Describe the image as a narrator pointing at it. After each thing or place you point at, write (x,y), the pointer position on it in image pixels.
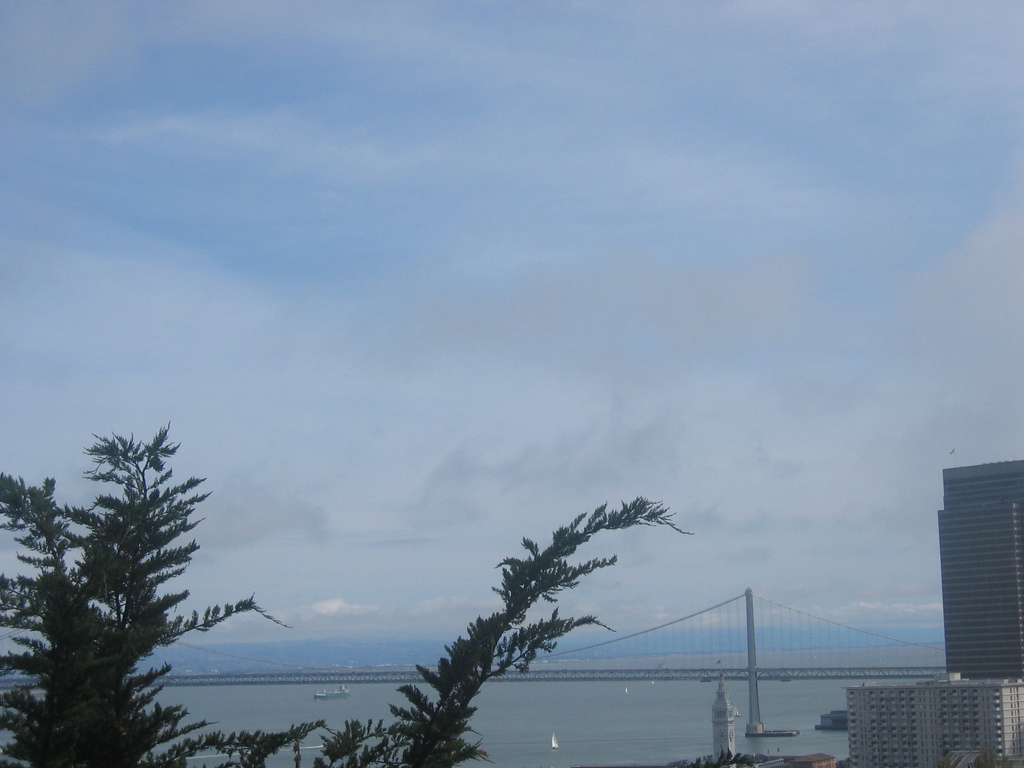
In this image there is the sky (551,400) towards the top of the image (614,222), there are clouds (484,516) in the sky (587,495), there is a sea (614,717), there is a boat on the sea (726,656), there is a bridge (750,655), there are buildings (984,683) towards the right of the image (956,589), there are trees (56,661) towards the bottom of the image (44,668).
